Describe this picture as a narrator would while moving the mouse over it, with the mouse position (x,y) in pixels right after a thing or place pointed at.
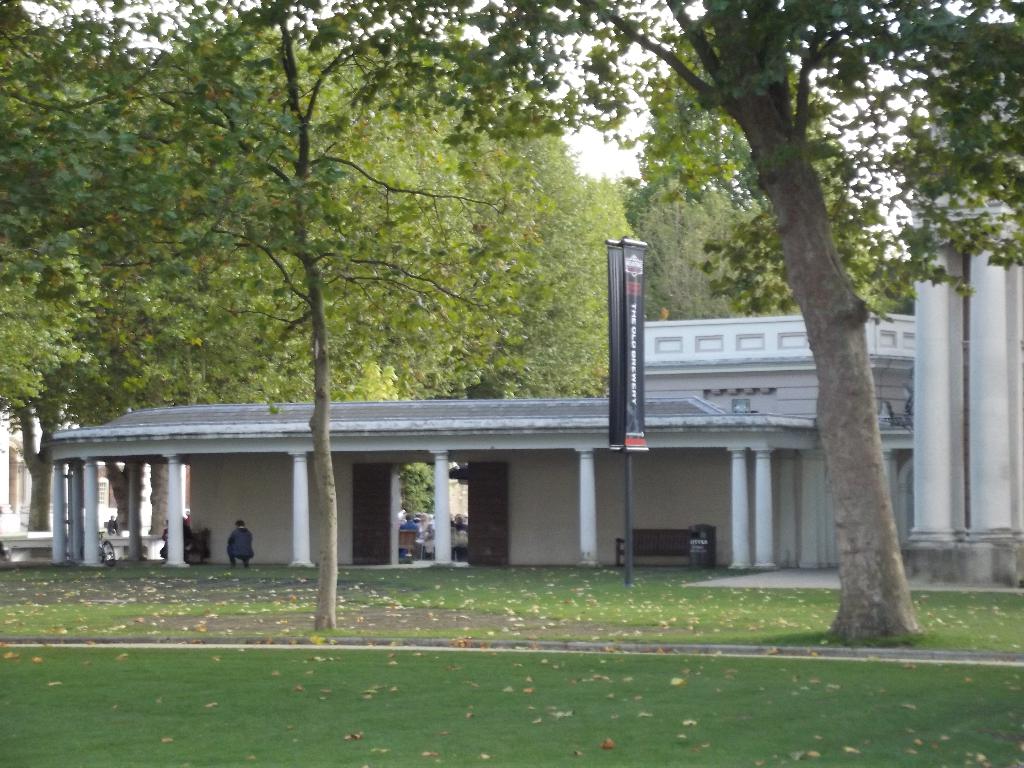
In this image there is a building (443,454) in the background (484,433). At the bottom (463,575) there is grass (374,692). On the right side (864,353) there is a tree (843,454). Beside the tree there is a pole (627,421) to which there are two banners (612,328). Behind the building (612,524) there are trees (264,208).
